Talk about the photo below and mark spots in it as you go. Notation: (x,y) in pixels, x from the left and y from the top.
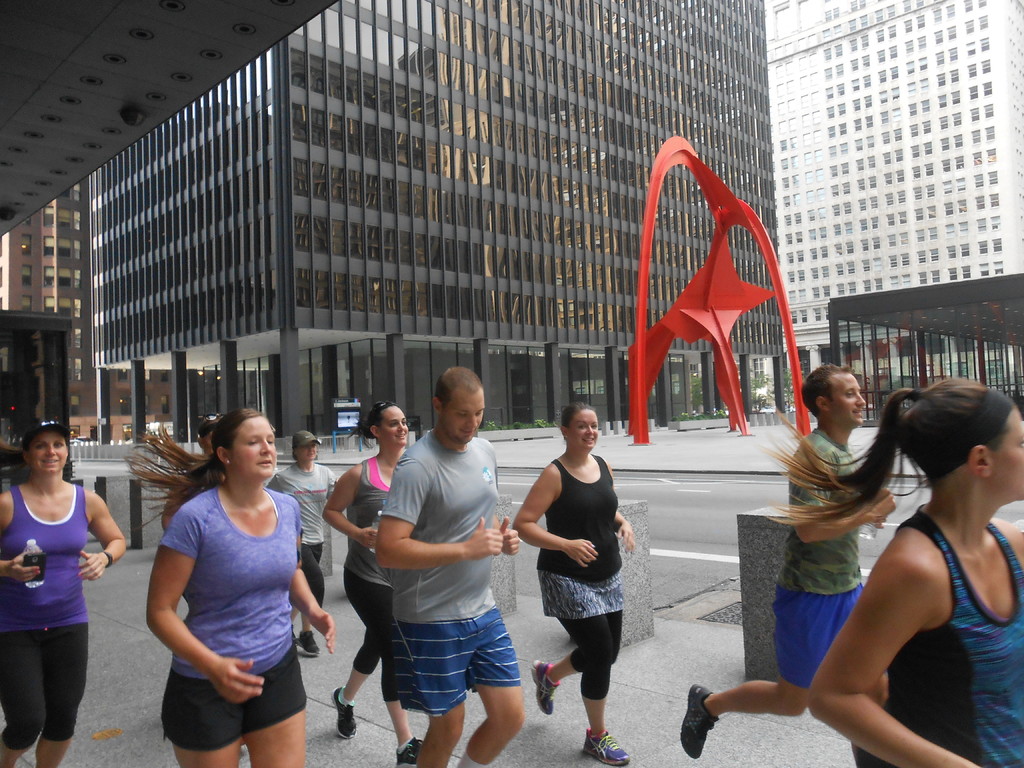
In this image I can see some people (608,487). I can see the road (673,482). In the background (763,273), I can see the buildings (616,172) with the windows (875,186).
